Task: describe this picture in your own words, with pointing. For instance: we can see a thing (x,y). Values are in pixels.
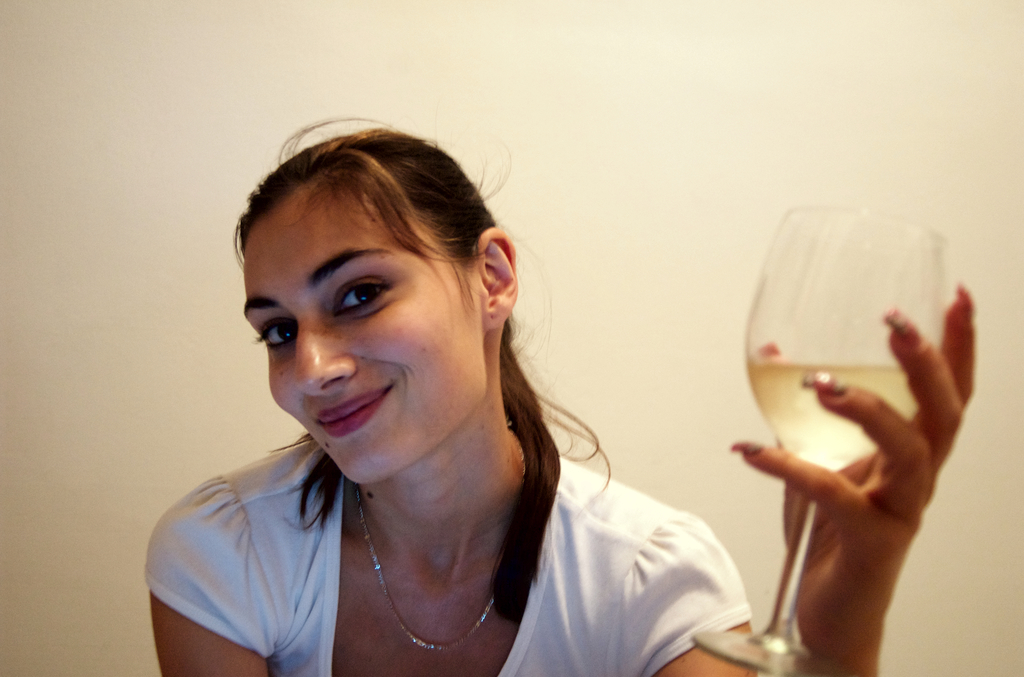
In the picture there is a woman (654,526) sitting and smiling and holding a wine glass (803,263) and in the background (178,196) there is a wall (78,546) which is off cream color.
